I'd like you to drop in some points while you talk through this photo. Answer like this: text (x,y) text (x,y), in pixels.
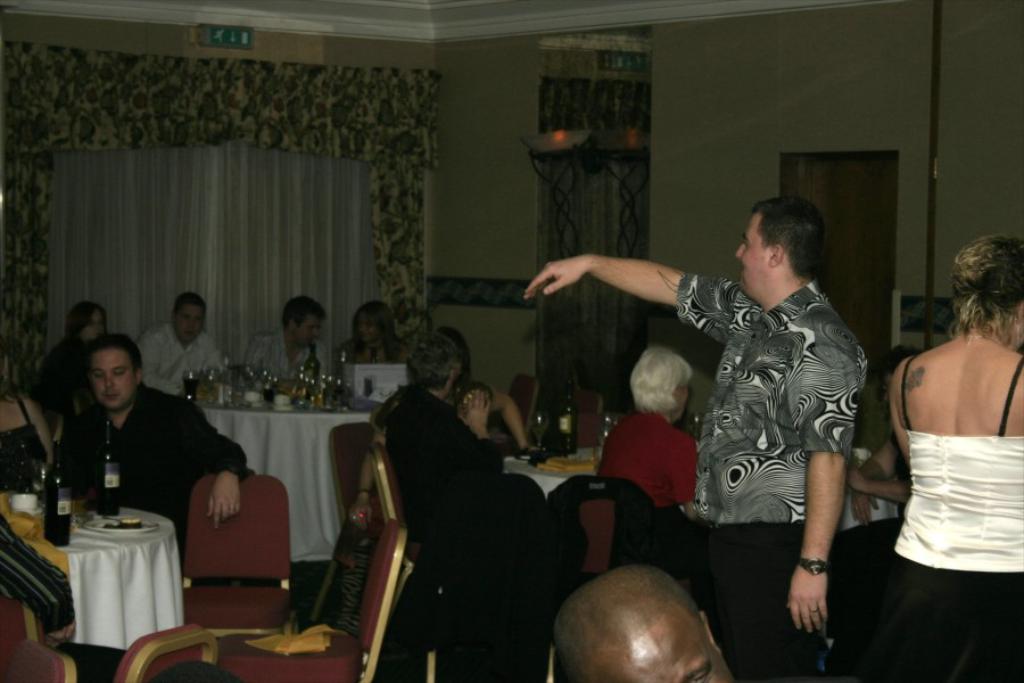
In this image we can see persons (481,431) sitting on the chairs (592,565) and standing on the floor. There are tables (278,428) in front of the persons (231,463). On the tables (309,447) we can see cutlery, crockery (282,395), beverage bottles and wine glasses (197,393). In the background (371,139) we can see curtains (85,175), electric lights (551,134) and walls (365,40).
